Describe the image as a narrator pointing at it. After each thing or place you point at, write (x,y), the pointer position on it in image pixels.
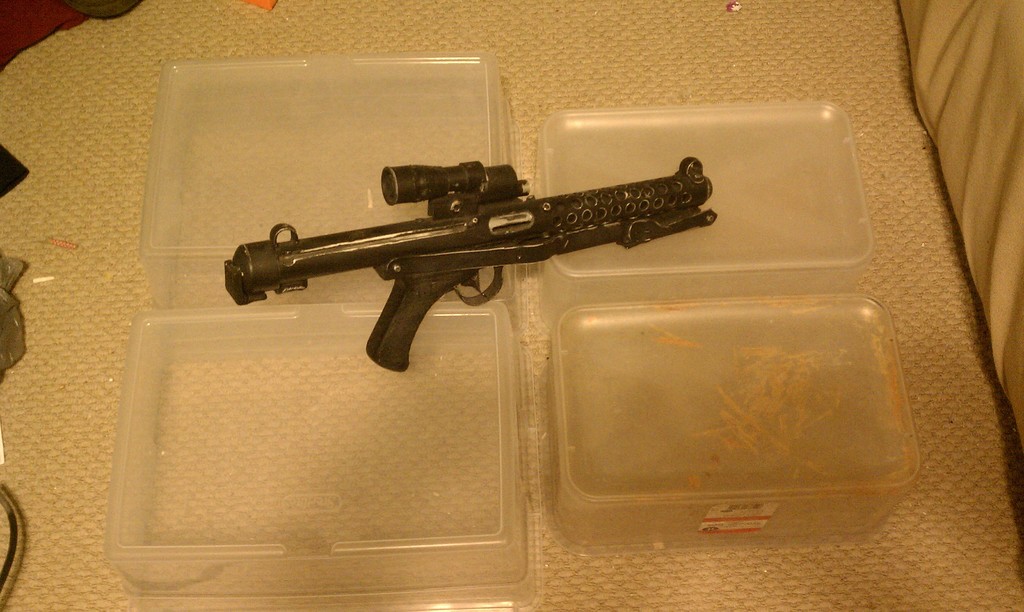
In this image there is a floor (782,19), on that floor (23,572) there are boxes (363,224), on that boxes (594,181) there is a gun (497,183).
